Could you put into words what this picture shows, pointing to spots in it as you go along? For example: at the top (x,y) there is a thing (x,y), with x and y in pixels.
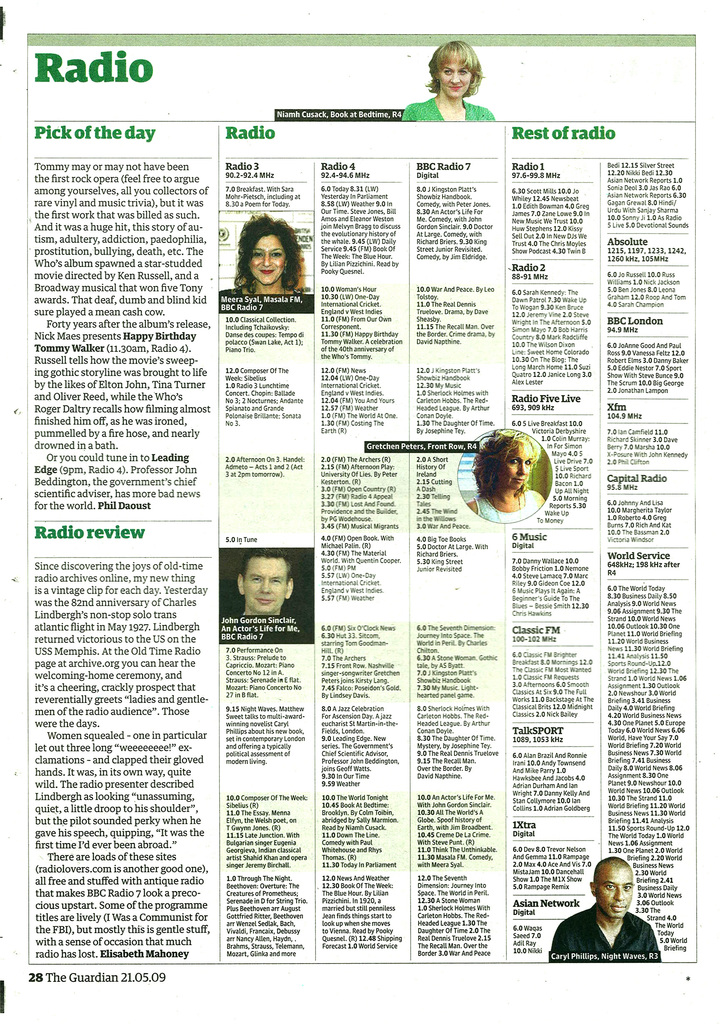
Here in this picture we can see a newspaper (289,263) with some text (89,907) and pictures (289,274) printed over there.
